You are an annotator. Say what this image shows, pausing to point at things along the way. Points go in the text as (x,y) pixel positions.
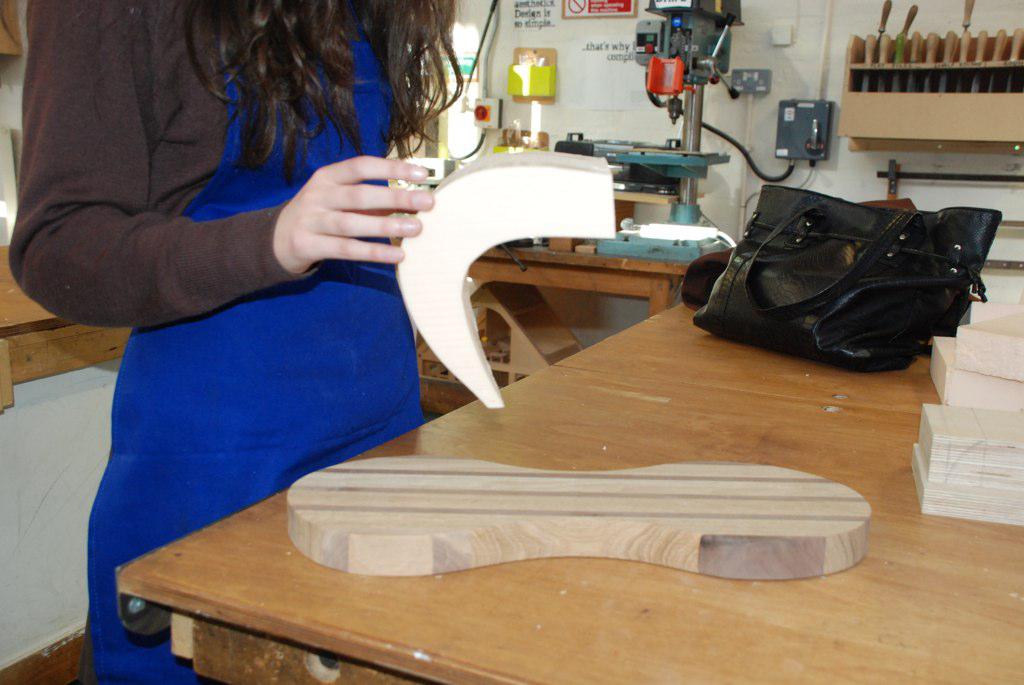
The picture is taken inside a room (731,545). There is a person (322,365) wearing an apron (286,326) and holding a wooden piece (409,301). In front of the person (333,329) there is table (693,378) on which there is a handbag (742,320) and some more wood pieces (958,374). On the top right corner of the image (942,121) there is rack (959,33) and chisels (963,45) are placed in it. In the background (578,269) there is table (586,259) and a machine (617,246) is placed on it. There is a power supply board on the wall (757,137).
